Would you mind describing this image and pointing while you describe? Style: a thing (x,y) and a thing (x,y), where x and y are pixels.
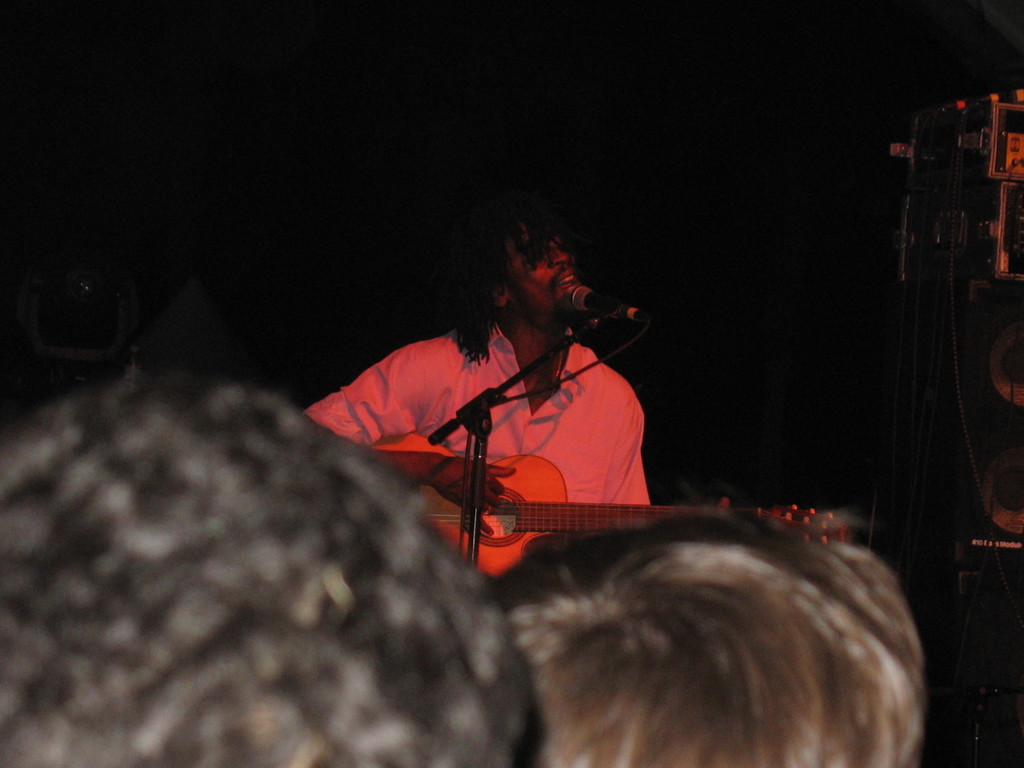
At the bottom of the image (681,701), we can see two persons head (566,716) visible. One is black in color and another is brownish in color. In the middle of the image (611,476), there is a person (635,459) singing in front of the mike (614,312) and playing a guitar (562,522). In right side of the image (993,554), we can see a speakers (1005,380) kept on stand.
